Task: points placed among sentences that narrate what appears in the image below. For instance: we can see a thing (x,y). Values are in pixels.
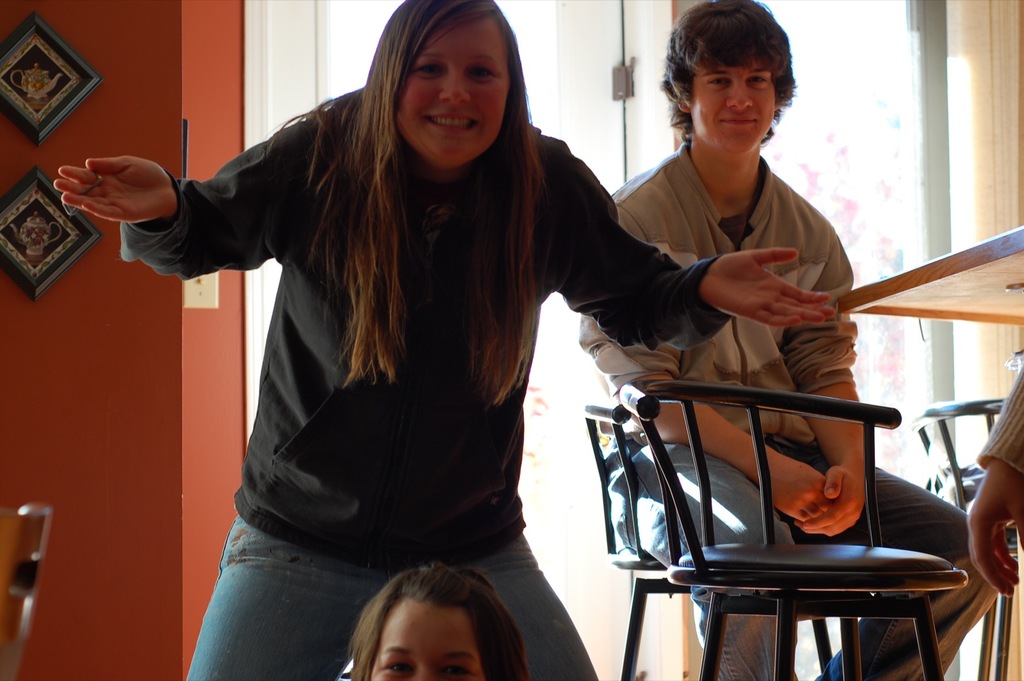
Here we can see two women (452,521) and a guy (741,355) sitting on chair (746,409) behind the woman (489,400), this woman (501,374) is standing and she is laughing we can quite clearly say that, the guy (633,211) is also laughing. Here we can see a window (560,463), here we can see a wall (94,480), there are couple of chairs (864,565) here. This woman (239,224) is spreading her hands (739,293).
